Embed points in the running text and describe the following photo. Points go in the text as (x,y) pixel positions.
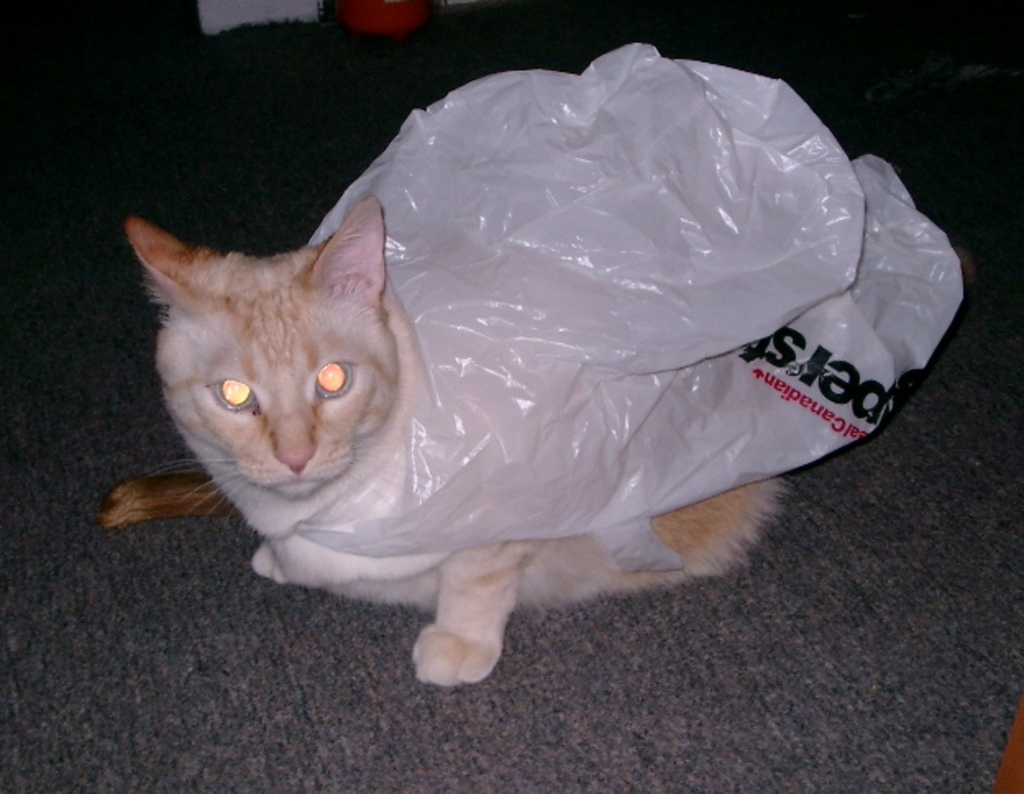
In this image, we can see a cat (701,544) on the carpet (805,517), we can see a plastic cover (546,429) on the cat (168,271).
